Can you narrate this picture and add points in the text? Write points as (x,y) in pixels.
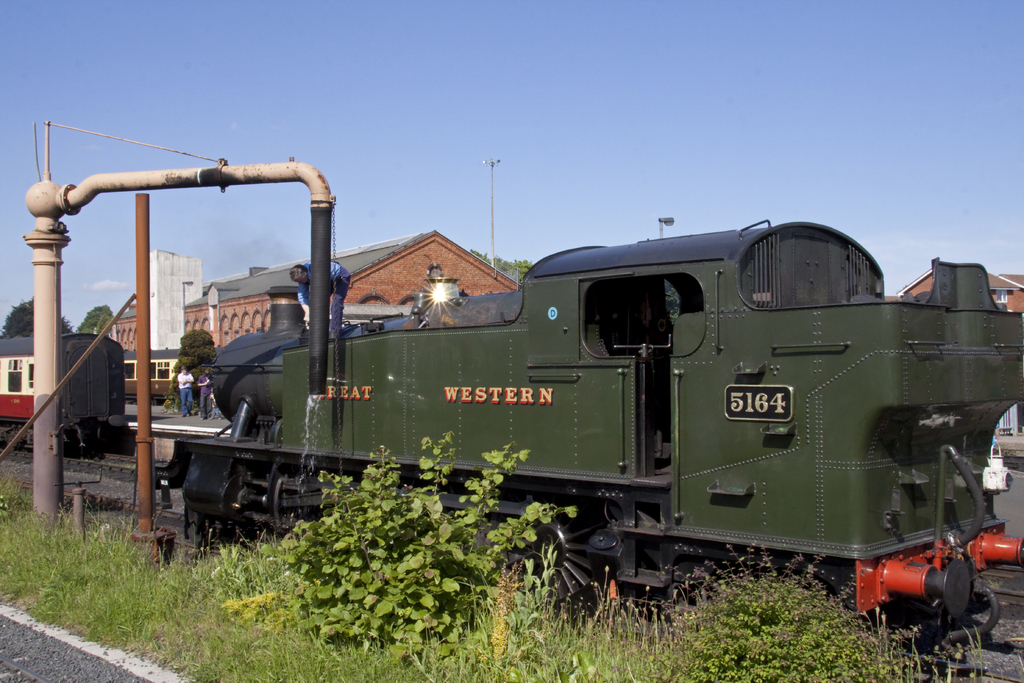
In this image we can see two trains (279,405) on the tracks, there are some people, poles (144,225), buildings (248,311), plants (366,524), trees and grass (207,586). In the background (841,45), we can see the sky (566,146).
